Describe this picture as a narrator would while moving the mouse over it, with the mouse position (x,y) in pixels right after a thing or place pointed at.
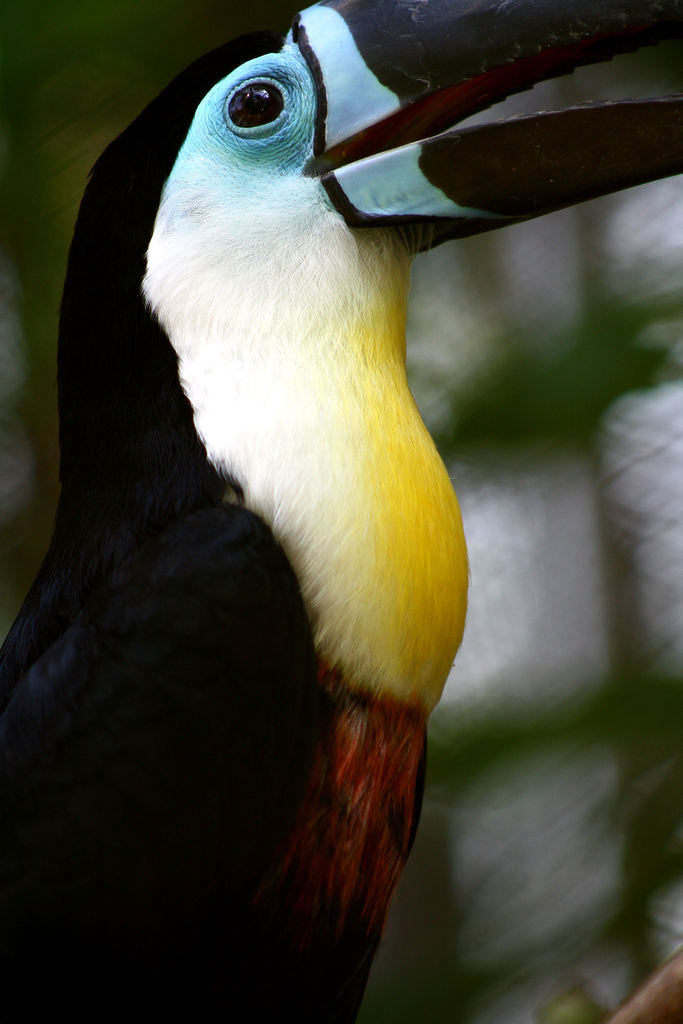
In the picture we can see a bird (382,830) which is black, white and yellow in color and to the beak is black in color which is huge.
